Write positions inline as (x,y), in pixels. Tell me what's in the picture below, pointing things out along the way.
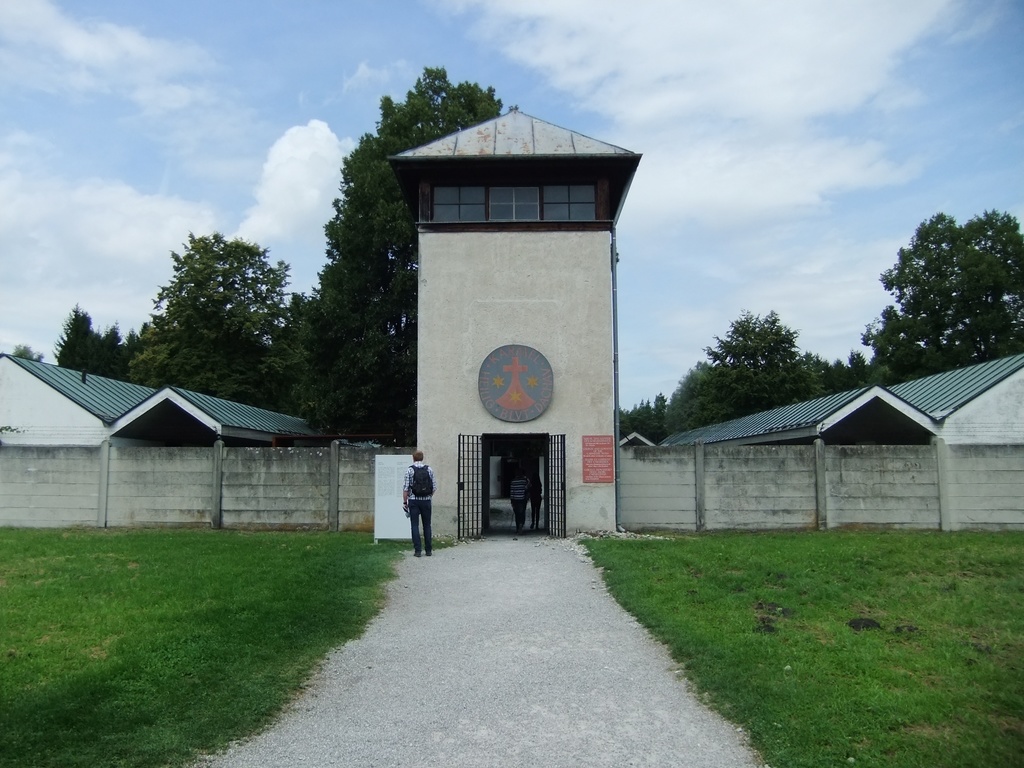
In this image I can see the path (451,601), some grass (273,635) on both sides of the path (433,597), few persons (425,500) standing and the building (477,321) which is cream in color. In the background (371,380) I can see few trees (380,318) and the sky (644,133).
